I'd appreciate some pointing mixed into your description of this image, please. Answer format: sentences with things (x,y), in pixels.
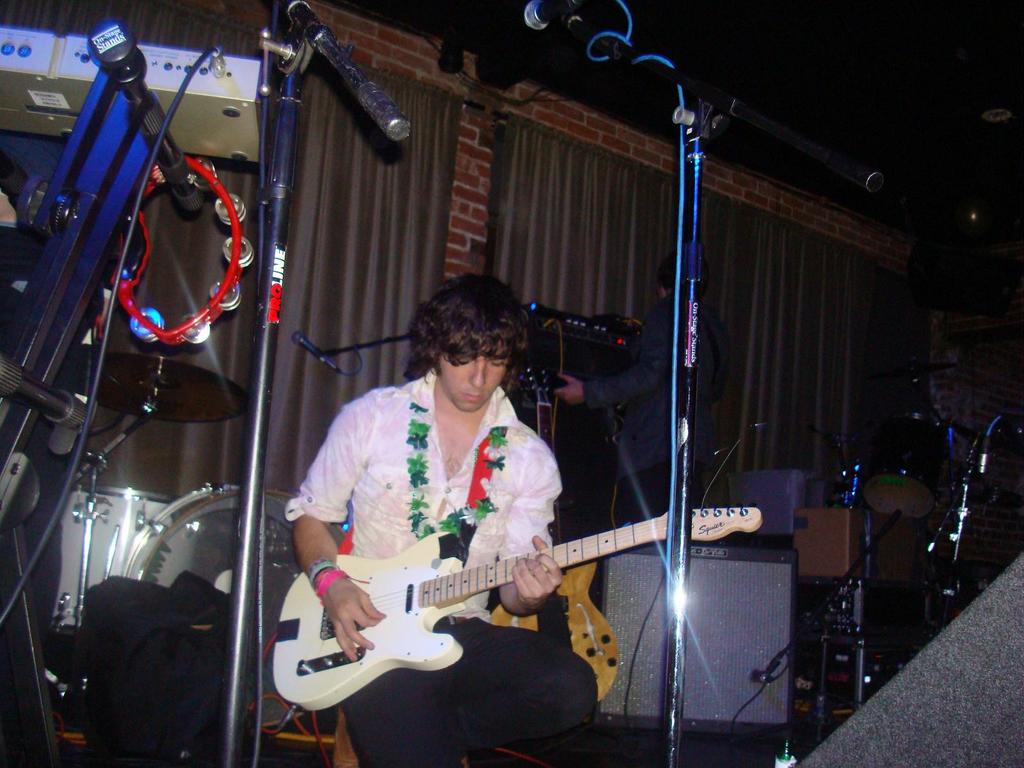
In this image there is a man (399,517) who is sitting on the chair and playing the guitar (420,608) with his hand (343,603). In front of him there is a mic (541,23) and the mic stand (681,371). At the background (579,227) there is a wall (387,48) to which curtains (346,212) are attached. To the right side (900,492) there are drums (901,492), amplifier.
